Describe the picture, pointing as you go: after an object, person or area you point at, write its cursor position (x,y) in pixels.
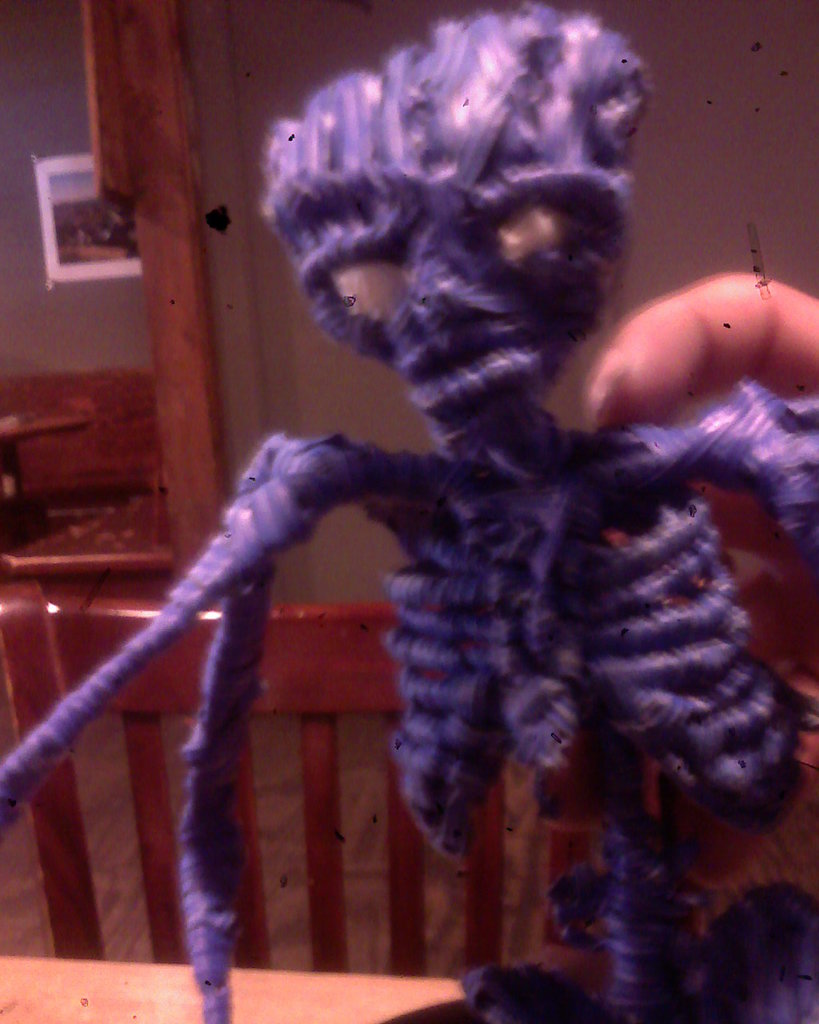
In this picture I can see the toy (537,531).
